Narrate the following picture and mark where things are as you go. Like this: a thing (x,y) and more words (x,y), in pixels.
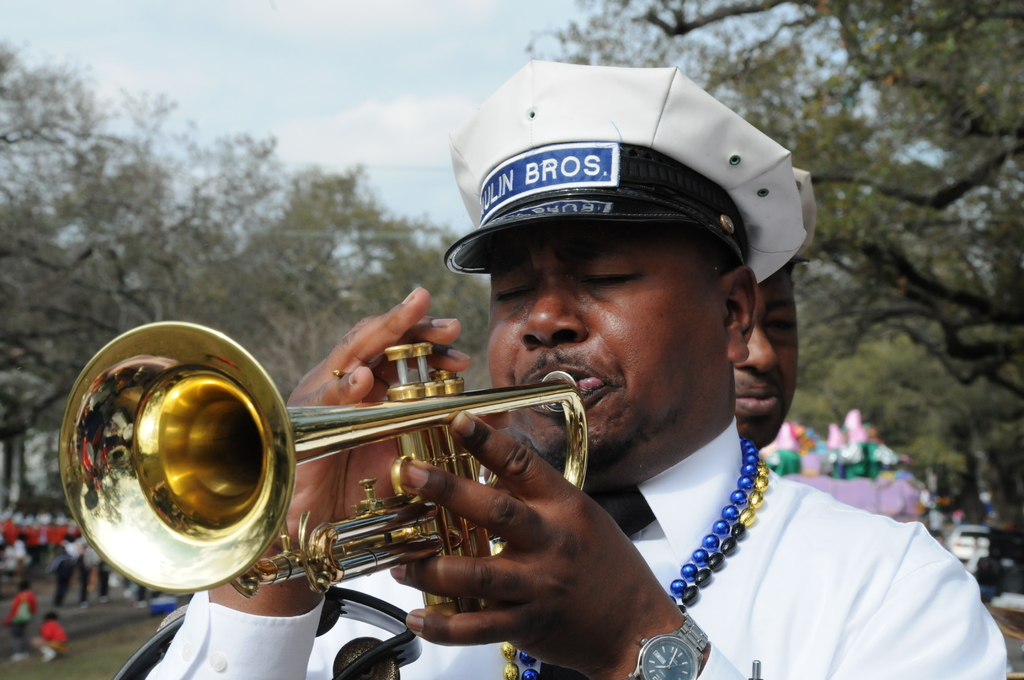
In this picture I can see a man (690,84) playing a trumpet (272,434), there are group of people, there are trees (256,295), and in the background (398,134) there is the sky (444,89).
